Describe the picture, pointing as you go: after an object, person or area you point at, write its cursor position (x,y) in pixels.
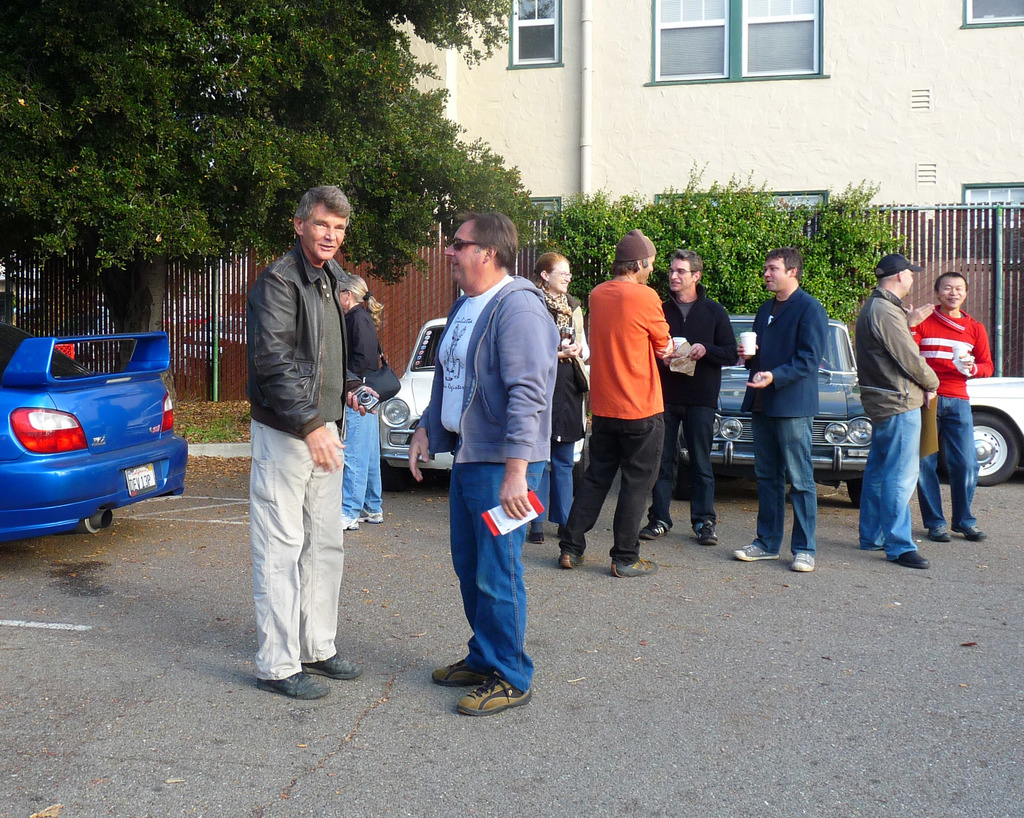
In this picture I can see the road (101,767) in front (119,768), on which there are few cars (159,440) and number of people (652,334) standing. In the background (52,277) I can see the fencing (54,325), few trees (443,197), plants (867,277) and a building (931,31).
